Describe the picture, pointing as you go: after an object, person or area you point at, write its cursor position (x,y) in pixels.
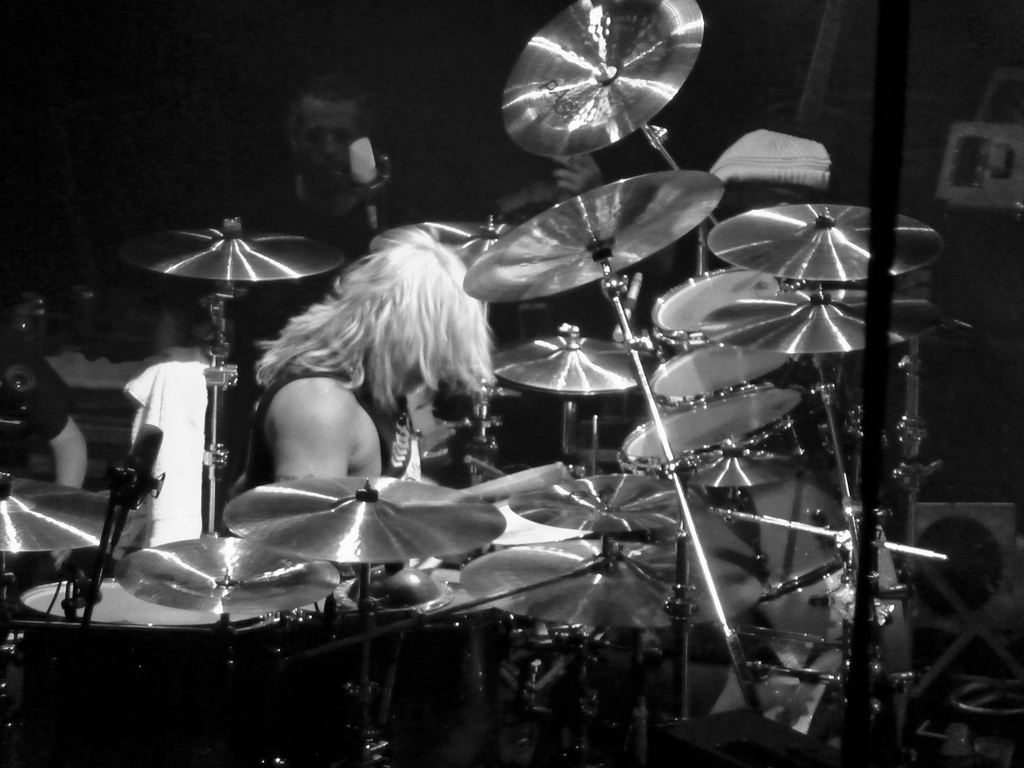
It is a black and white picture. In the center of the image (437,283), we can see one person (363,468). Around the person (254,441), we can see a few musical instruments (757,492). In the background (503,213) there is a wall (703,86), one person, one human hand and a few other objects (766,154).
